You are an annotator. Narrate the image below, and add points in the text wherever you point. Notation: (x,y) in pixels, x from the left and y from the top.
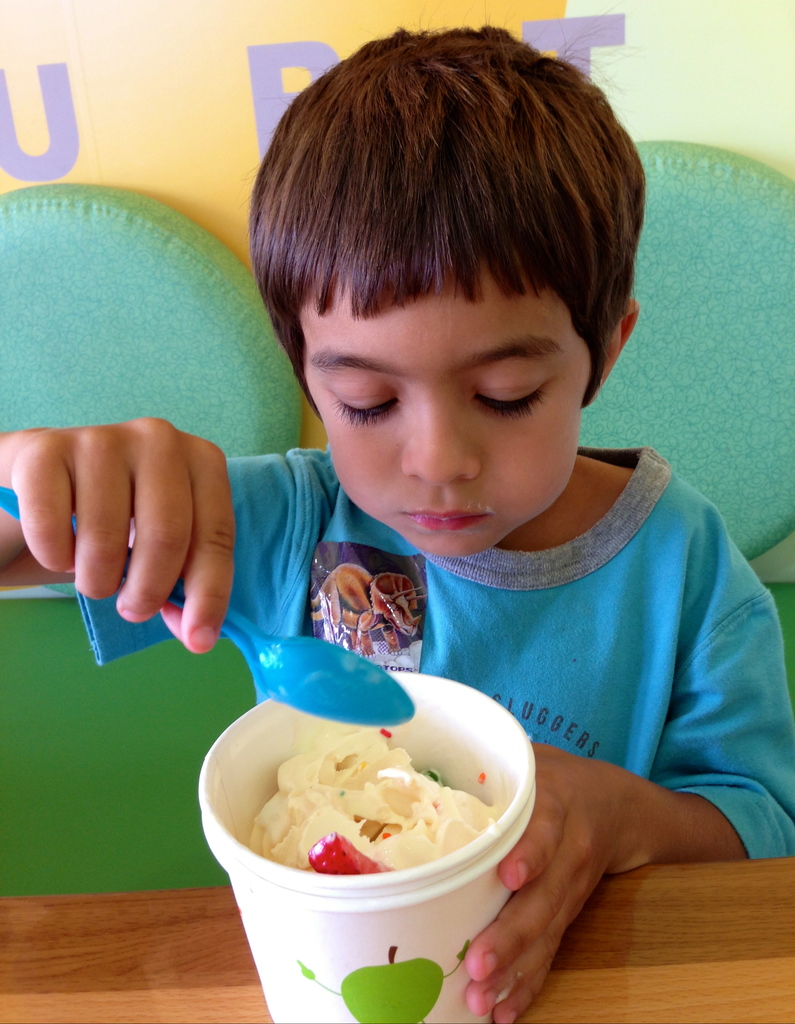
In this image, we can see a kid (528,586) is holding a spoon (261,660) and cup (461,996). In the cup (455,905) we can see eatable things (374,828). At the bottom (677,988), we can see wooden object (740,992). Background (265,65) we can see wall (283,36), few objects (762,325) and letters (578,63) on the wall (626,89).
